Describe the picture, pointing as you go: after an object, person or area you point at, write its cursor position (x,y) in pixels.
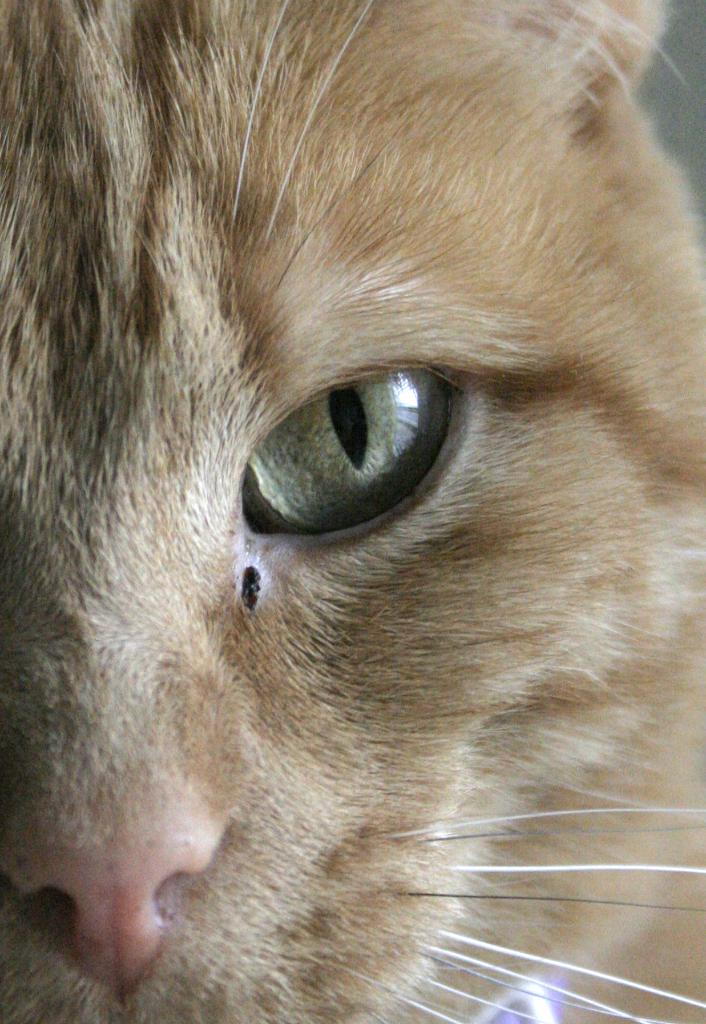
In this image we can see an animal (441,782) which looks like a cat (417,124).
